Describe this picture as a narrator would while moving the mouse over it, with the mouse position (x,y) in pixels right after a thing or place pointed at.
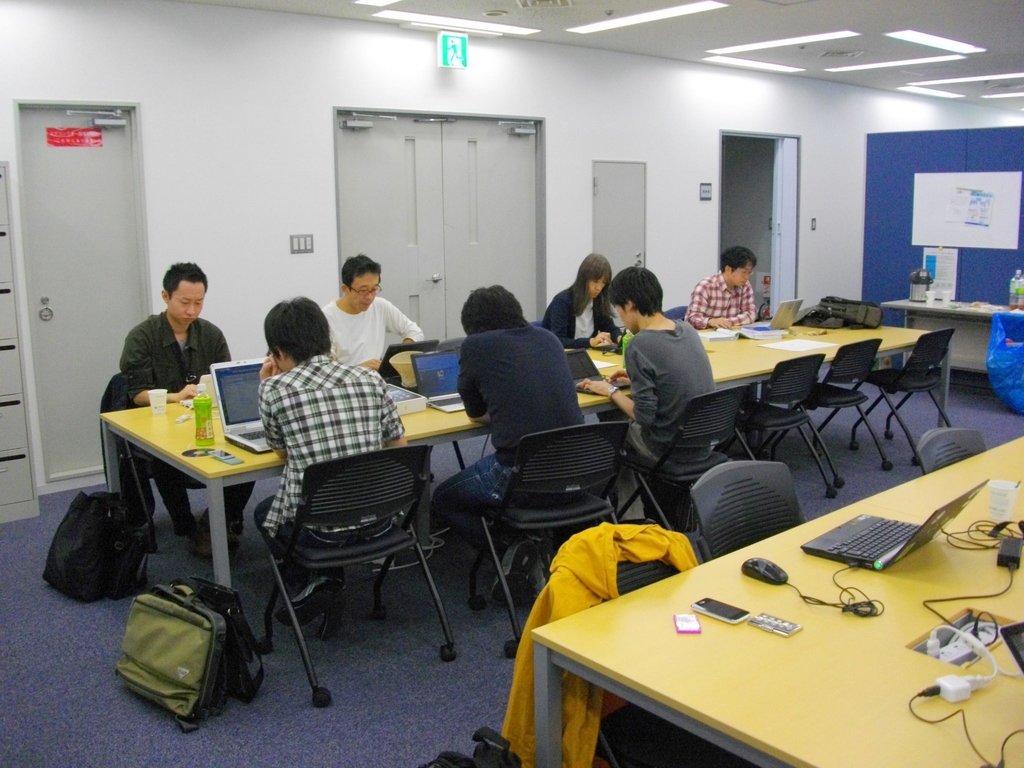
In this image there are group of persons (681,396) sitting in a room (581,471) doing some work with their laptops (228,388) at the left side of the image (194,718) there are bags (187,600) and at the background of the image (526,200) there is a wall (584,209) and door (610,211) at the right side of the image (735,612) there are laptops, mobile phones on the table (836,656).
